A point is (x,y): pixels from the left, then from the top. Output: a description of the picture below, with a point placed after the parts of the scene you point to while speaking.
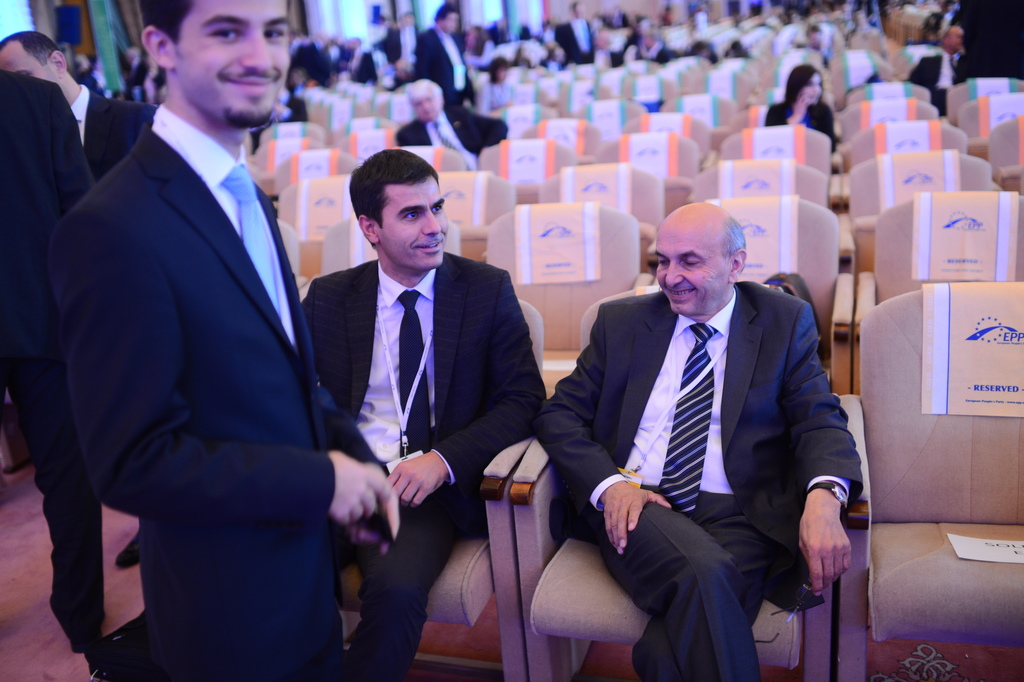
In this image we can see a group of people (390,208) sitting on the chairs (790,245). We can also see some people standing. On the backside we can see a wall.
